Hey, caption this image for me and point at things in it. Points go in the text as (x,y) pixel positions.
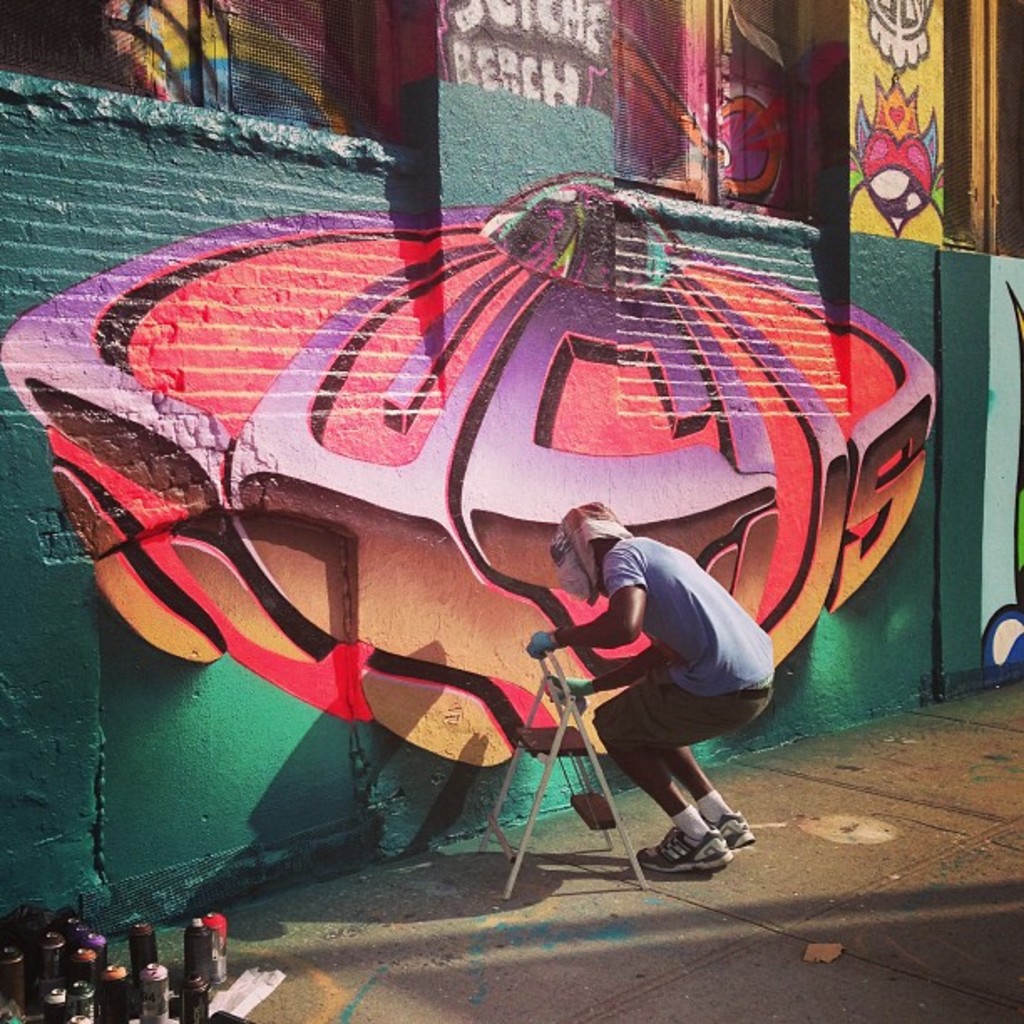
In this image, I can see a person (654,725) crouching and holding an object (555,760). In the bottom left corner of the image (53,1017), I can see the bottles (65,944). There is a graffiti painting (501,242) on the wall (897,235).
